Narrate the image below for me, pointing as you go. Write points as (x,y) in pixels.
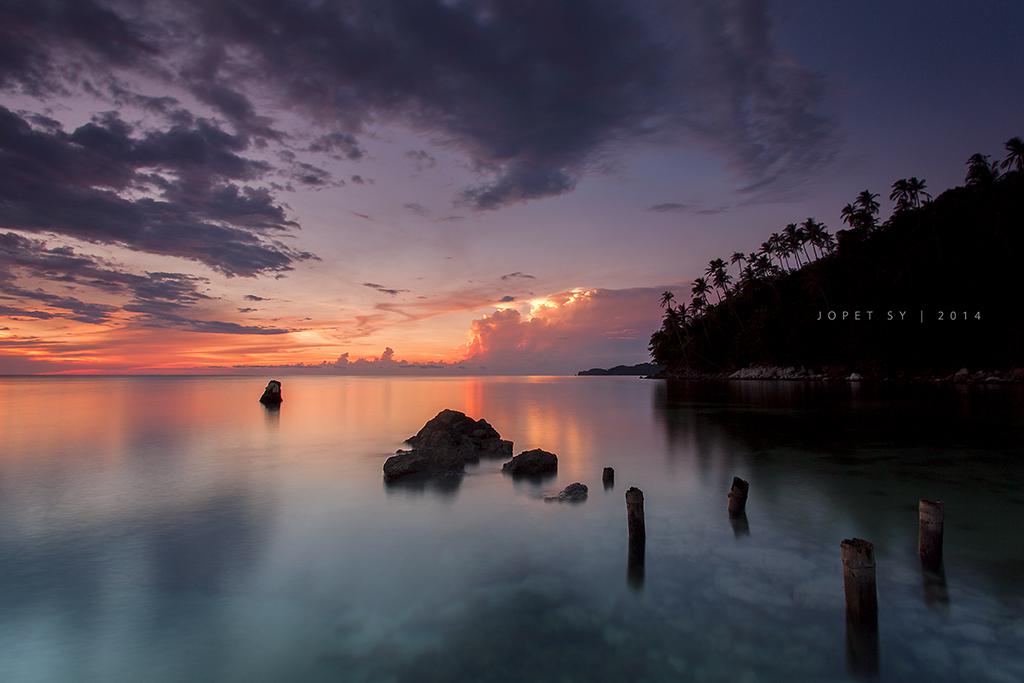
As we can see in the image there is water (188,477), rocks (447,468) and trees (849,277). On the top (471,187) there is sky (435,202) and clouds (222,104).
